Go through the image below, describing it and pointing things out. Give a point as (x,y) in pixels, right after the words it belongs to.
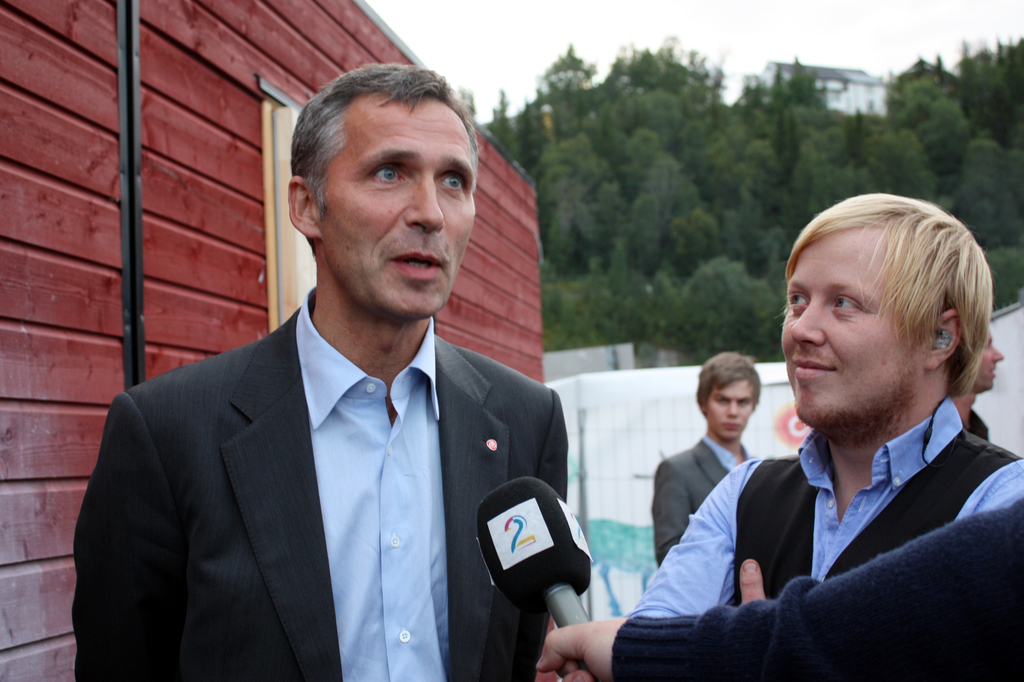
In the picture I can see a man (528,629) on the left side (322,204) and he is speaking on a microphone (570,595). He is wearing a shirt (330,466) and suit (304,441). There is another man (922,467) on the right side (882,482) and he is looking at the man (391,208) on the left side (320,141). I can see the hand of a person (968,549) holding the microphone (528,486). There are two persons (743,455) on the right side (703,467). In the background (645,149), I can see a house (835,69) and trees (998,179).
